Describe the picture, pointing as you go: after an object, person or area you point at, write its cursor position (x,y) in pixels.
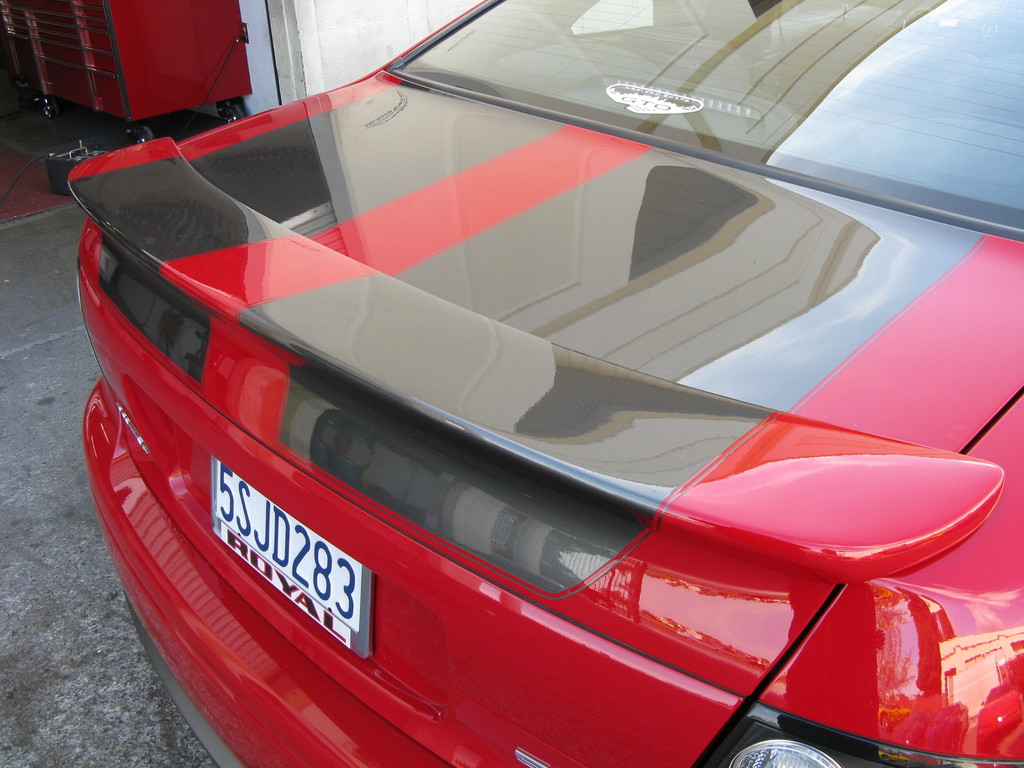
In this image, we can see a red car (734,553) with number plate (288,561). At the bottom (109,725), we can see a road (92,672). Top of the image (338,66), we can see the box (117,68) with wheels (238,101), wall (259,103), some object (72,162) and wire (23,170).
